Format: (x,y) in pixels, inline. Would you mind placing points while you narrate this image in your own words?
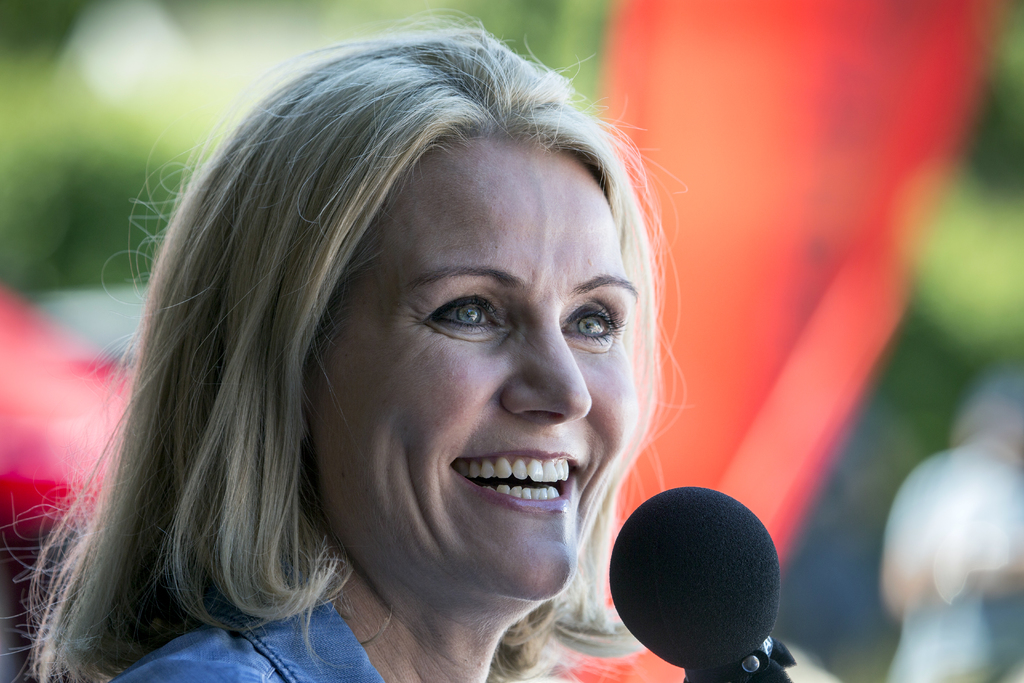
In this image a lady (429,412) is standing. In front of her there is a mic (682,571). She is smiling. In the background (579,37) there are trees (923,309). The background (967,441) is blurry.
